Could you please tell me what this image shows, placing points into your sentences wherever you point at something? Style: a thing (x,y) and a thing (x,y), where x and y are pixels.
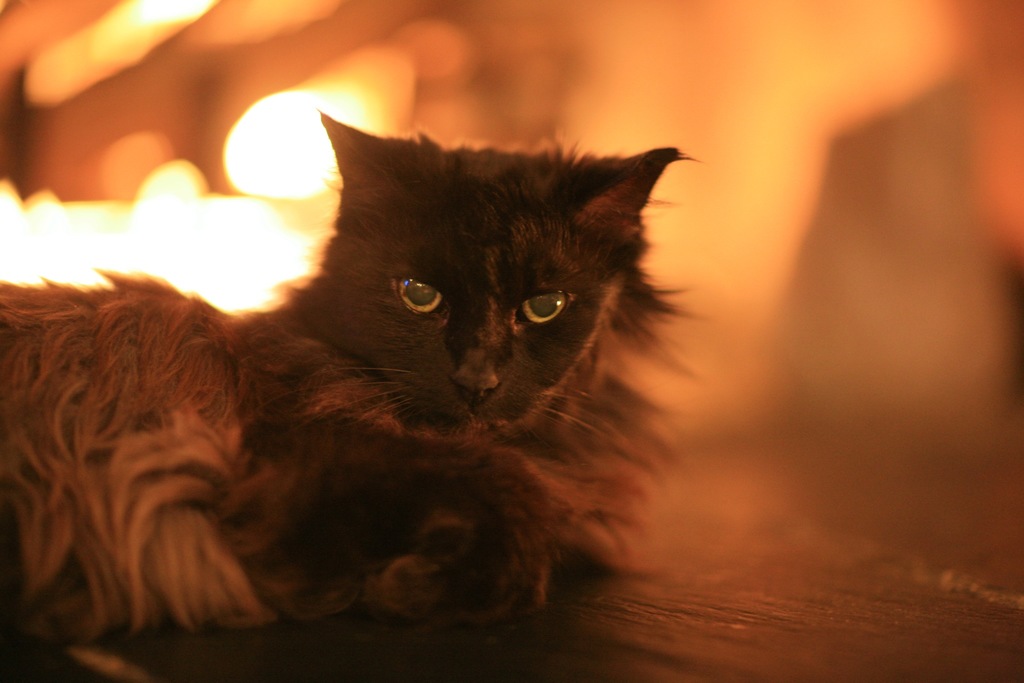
On the left side of the image (162,508) a cat (474,343) is present. At the bottom of the image (833,594) a floor (828,581) is there. In the background (881,282) the image is blur.
